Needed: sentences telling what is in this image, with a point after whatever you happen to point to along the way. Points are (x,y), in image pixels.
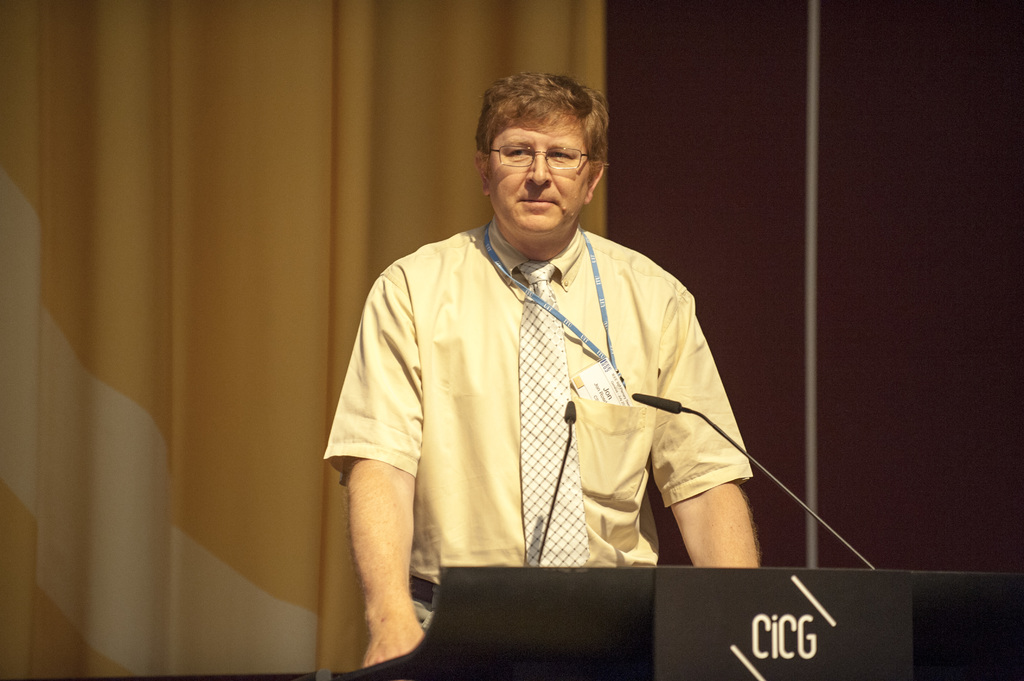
In the picture we can see a man (531,400) standing near the desk (437,618), which is black in color with a microphone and the man (375,657) is wearing a yellow shirt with a tie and keeping his hands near the desk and in the background (69,268) we can see a curtain (132,333) which is yellow in color to the wall (718,152).
